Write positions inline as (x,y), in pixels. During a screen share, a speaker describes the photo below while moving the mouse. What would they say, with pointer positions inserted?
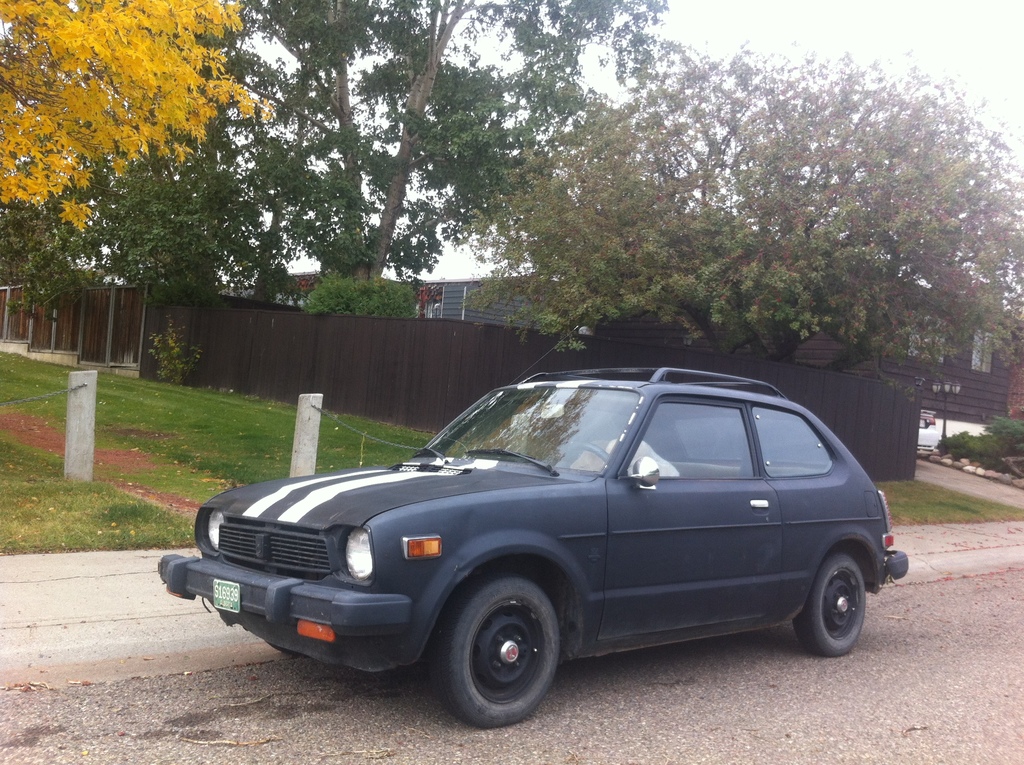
There is a black color car (599,513) on the road (520,731) at the bottom of this image (543,564). There is a fencing (324,365) in the middle of this image (414,366). There are some trees (339,172) in the background (395,122). There is a sky (747,30) at the top of this image (690,31).
